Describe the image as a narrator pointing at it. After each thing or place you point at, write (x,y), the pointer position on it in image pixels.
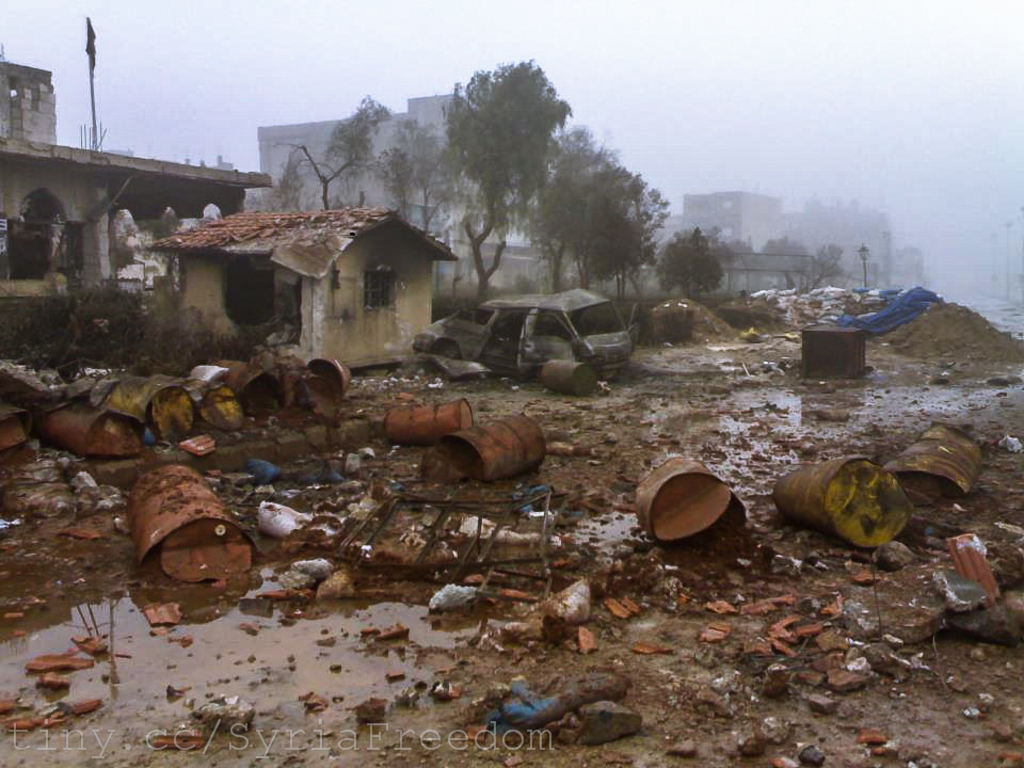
In this image I can see few buildings (383,239), windows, trees (475,115), light poles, vehicle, mud (926,345), water (145,626), sky (653,156) and few objects (569,594) on the ground (911,698).
